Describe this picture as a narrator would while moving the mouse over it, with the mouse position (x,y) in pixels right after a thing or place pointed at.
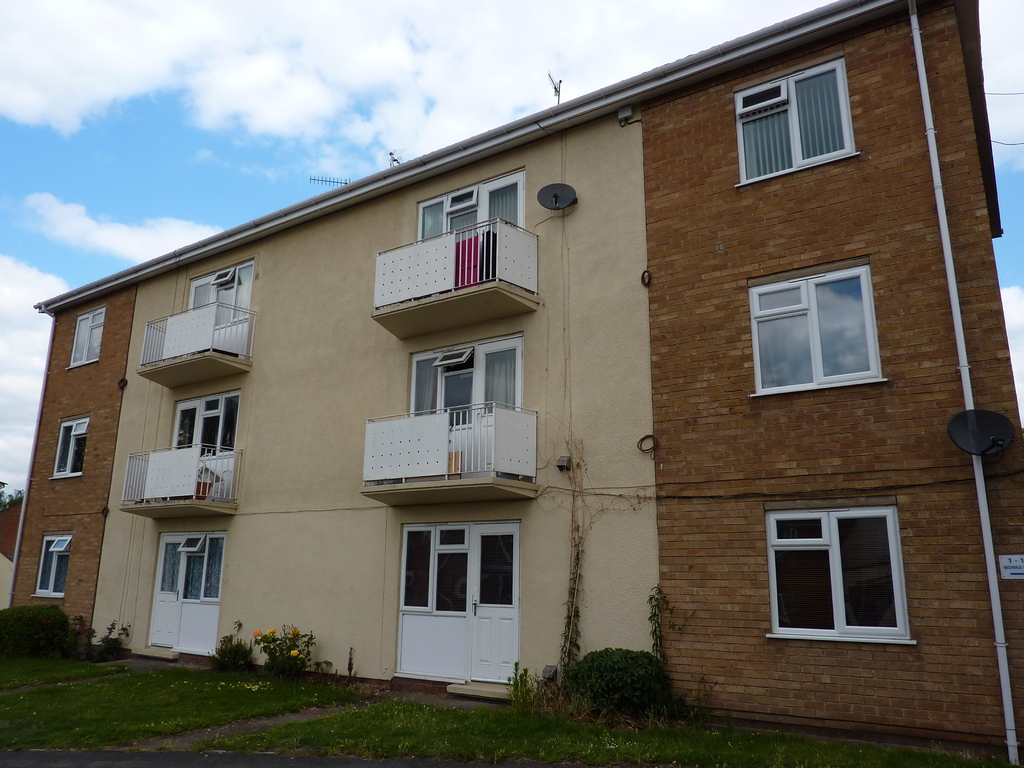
In this image we can see a building (410,397), grills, windows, antenna (556,202), pipeline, creepers (574,640), plants (648,684) and sky (215,105) with clouds (31,122) in the background (371,84).
